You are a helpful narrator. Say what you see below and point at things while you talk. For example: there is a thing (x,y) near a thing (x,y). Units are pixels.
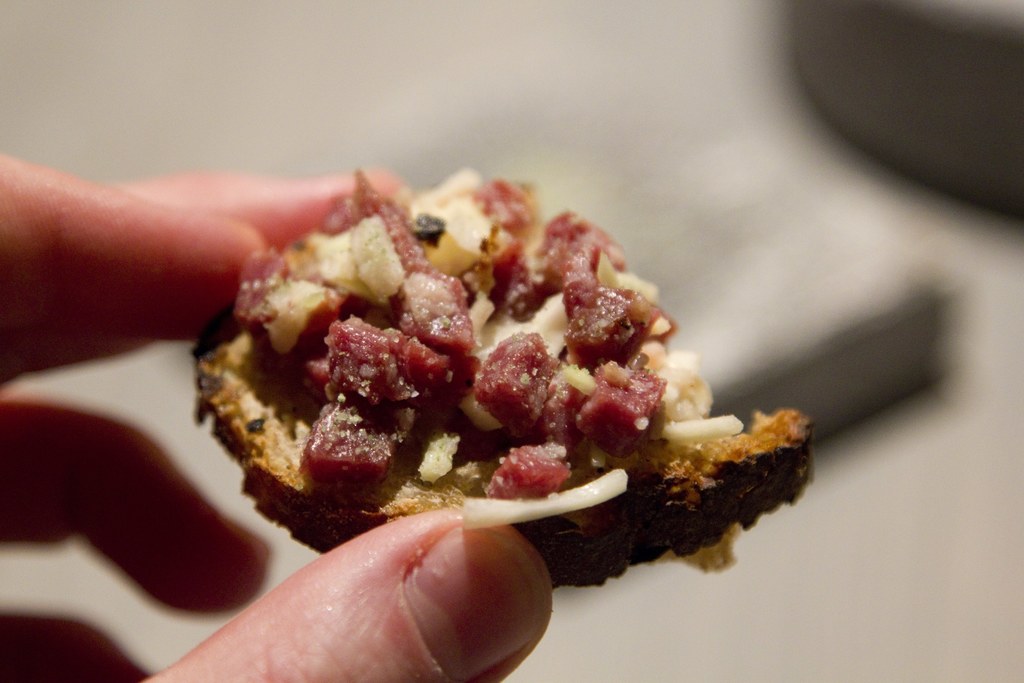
In this image I can see a person's hand (122,253) holding a food item (372,522) which is cream, brown, red and orange in color. I can see the blurry background (427,70).
